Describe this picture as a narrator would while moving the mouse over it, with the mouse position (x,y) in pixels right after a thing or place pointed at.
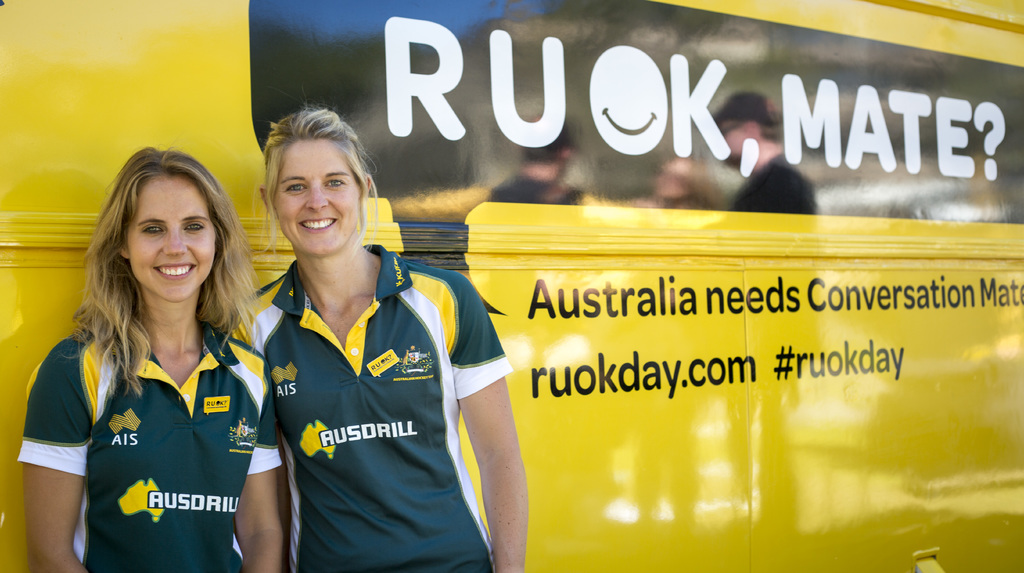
In this image there are two ladies (254,452) standing in-front of bus (766,550).
